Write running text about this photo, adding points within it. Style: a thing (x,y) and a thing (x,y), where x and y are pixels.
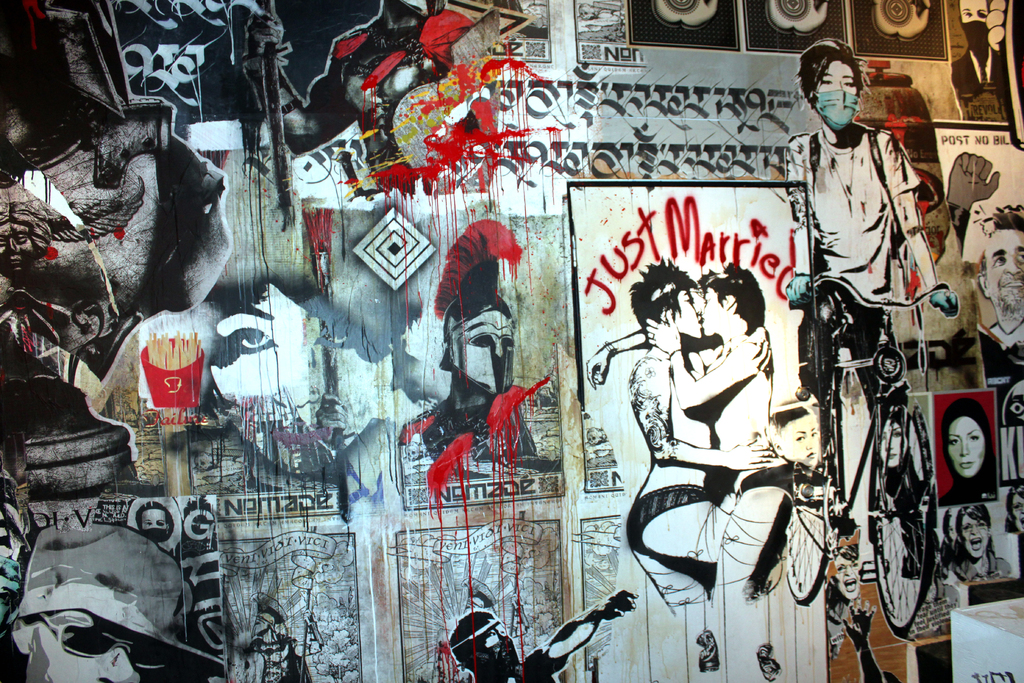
In this image there is a wooden wall (449,244), on the wall (466,233) there is an art (674,449) of persons (660,274), cycle (877,371) and some objects (315,230).
